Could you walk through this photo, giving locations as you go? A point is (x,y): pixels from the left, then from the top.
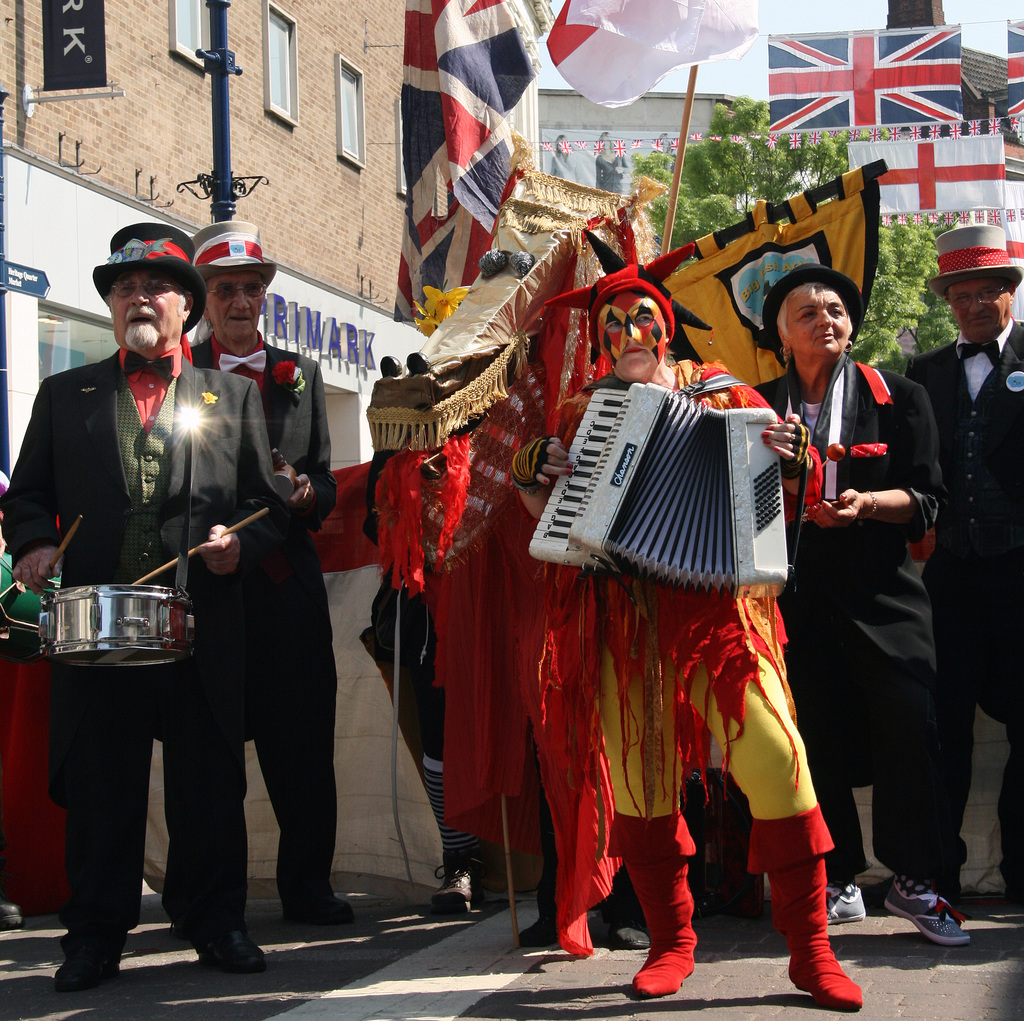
In this picture we can see a group of people (646,920) on the ground (483,908), they are wearing caps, one person (806,892) is holding an accordion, another person (221,839) is playing a musical drum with sticks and in the background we can see buildings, flags (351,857), trees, poles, sky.
